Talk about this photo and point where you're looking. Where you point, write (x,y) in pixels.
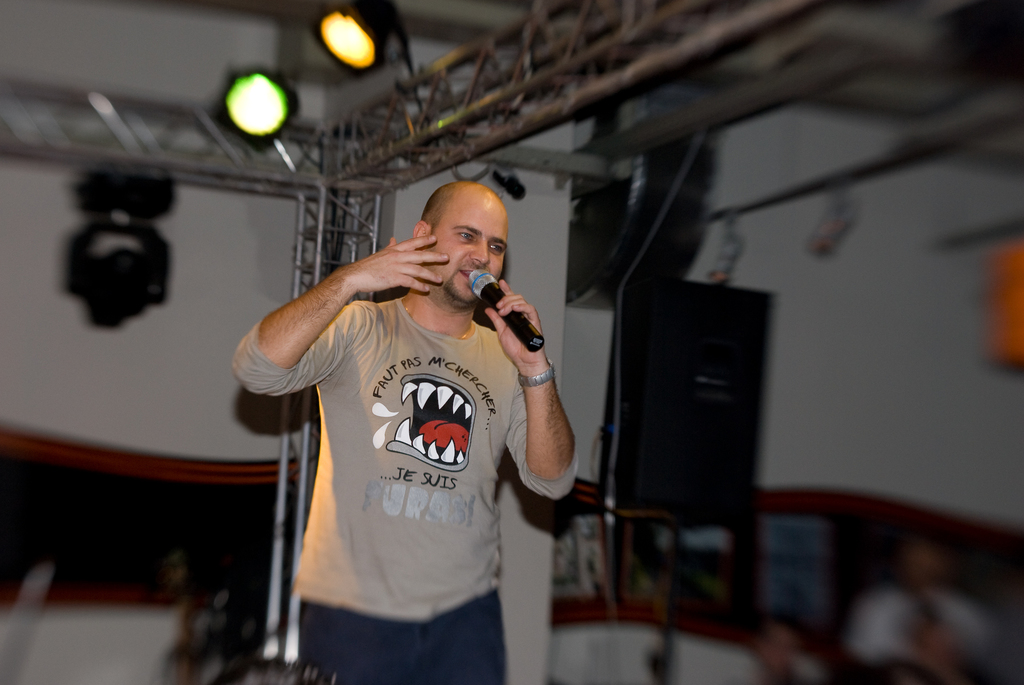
In this image I can see a person (433,335) standing and holding a microphone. There are lights (379,44) at the top (339,64) and the background (39,119) is blurred.
